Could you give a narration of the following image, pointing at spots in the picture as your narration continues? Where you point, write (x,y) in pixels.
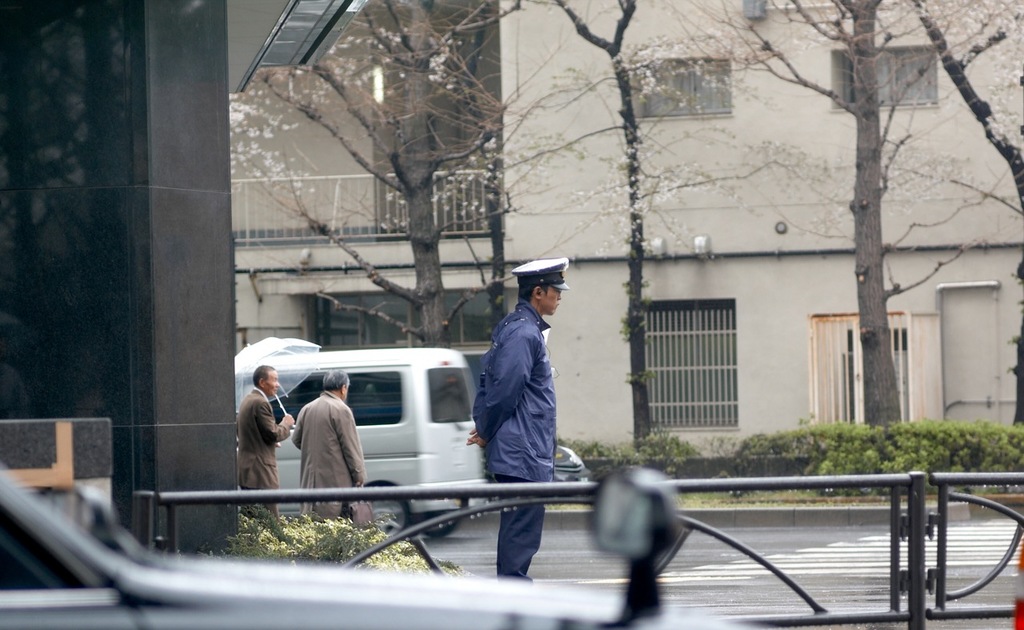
This picture is clicked outside. In the foreground (481,598) we can see an object (261,576) seems to be the vehicle (626,608) and we can see the metal rods (276,495) and group of persons (502,465) and we can see the plants (922,457), trees (878,404), buildings (918,238), railings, vehicle (402,380), umbrella (292,348) and some other objects (968,344).
